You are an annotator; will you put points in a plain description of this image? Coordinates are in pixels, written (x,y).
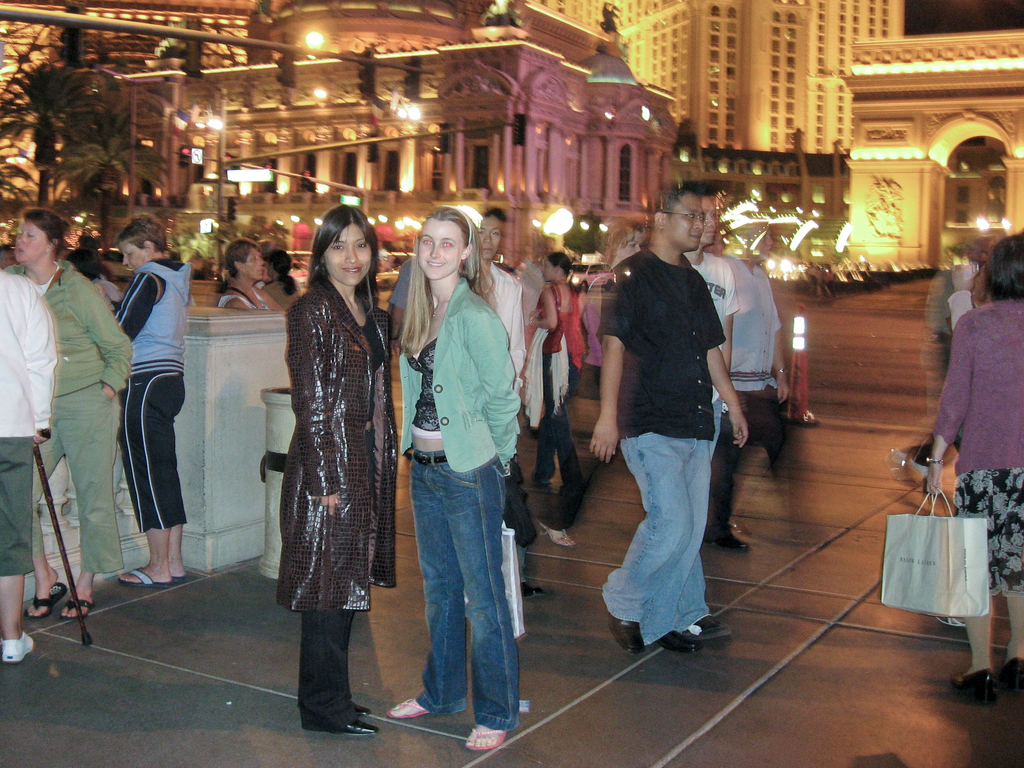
This image is taken outdoors. At the bottom of the image (225,683) there is a floor (743,660). At the top of the image (760,179) there are many buildings (772,157) with walls (603,141), windows (487,155), doors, pillars (496,171) and roofs (309,33). There are many lights (321,39) and there are a few trees (77,157). In the middle of the image (567,319) a few people (347,581) are standing on the floor (596,492) and a few (1020,574) are walking on the floor (820,362). On the right side of the image (924,224) there is an architecture (946,150).
